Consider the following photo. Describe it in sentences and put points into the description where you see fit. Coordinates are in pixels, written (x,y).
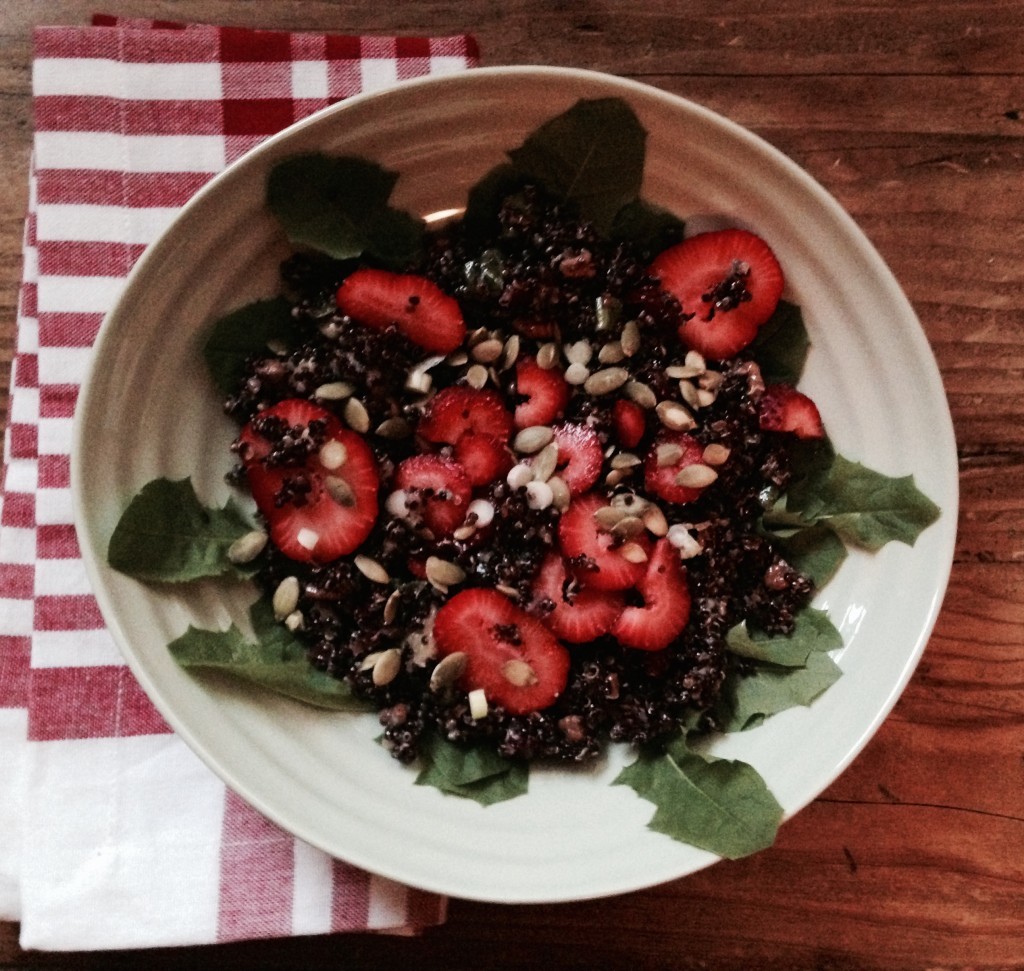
This picture shows food (449,562) in the bowl (494,889) and we see strawberries (718,329) and few leaves (811,469) and a cloth (8,858) on the table (901,146).
